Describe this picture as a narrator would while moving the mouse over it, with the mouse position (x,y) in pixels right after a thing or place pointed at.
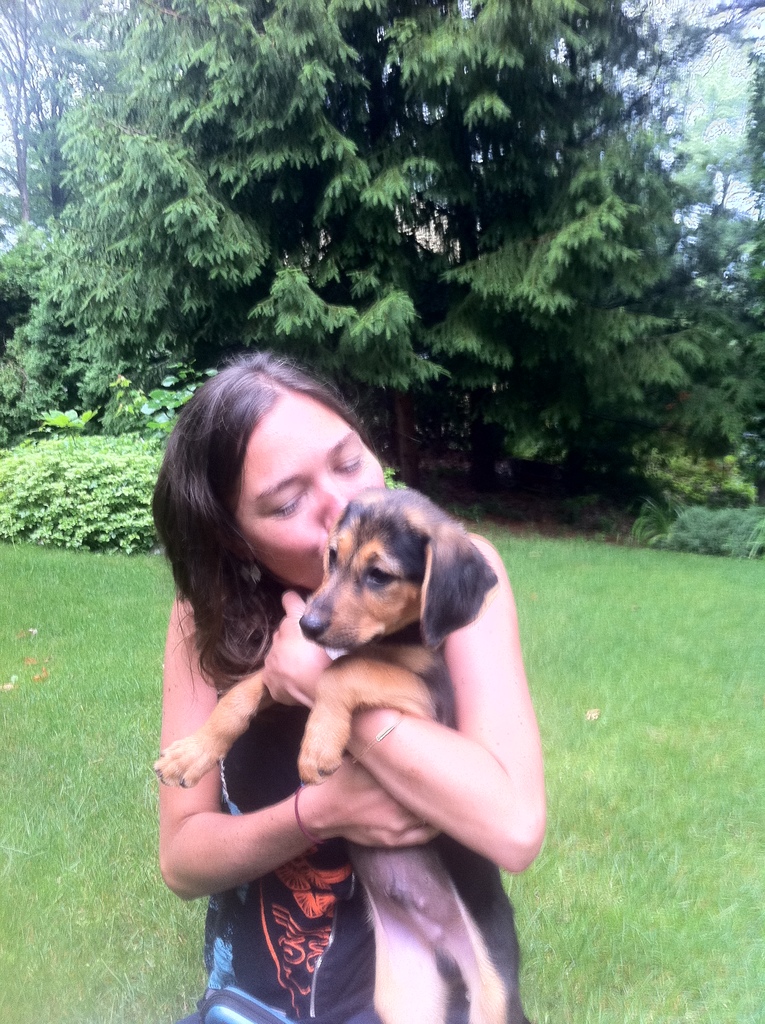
In this image there is a woman (250,623) holding a dog (352,664) in the background (585,215) there are some trees (365,151).
